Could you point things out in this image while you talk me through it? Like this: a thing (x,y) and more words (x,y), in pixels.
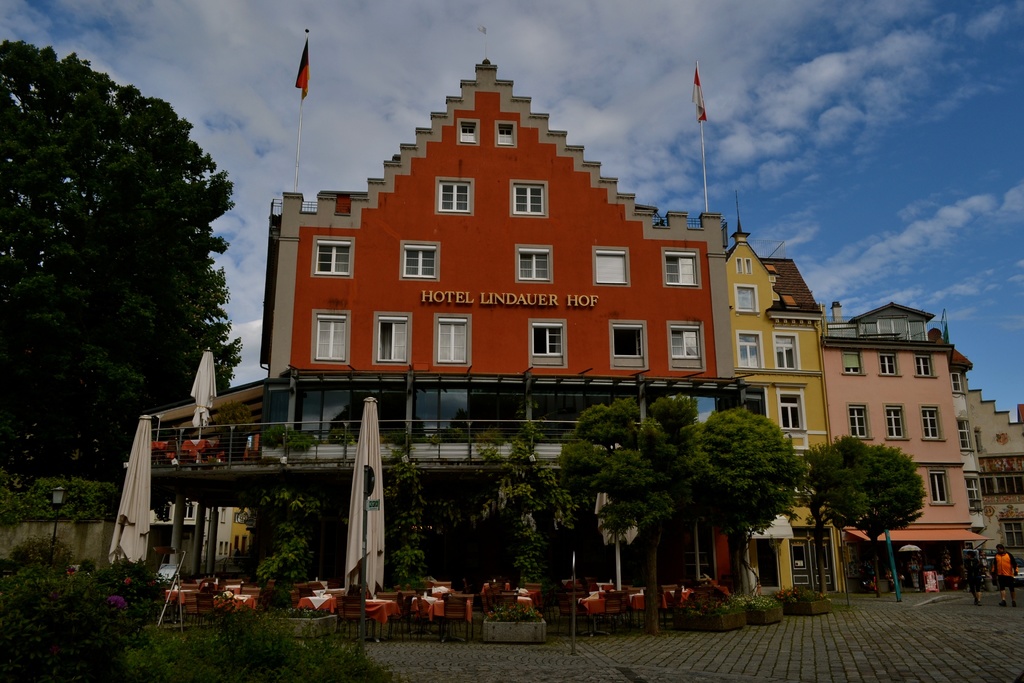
On the left side (131,625), there are plants (97,599). On the right side (930,633), there is a road (1013,635), on which there are two persons (978,599) walking. In the background (401,509), there are two flags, buildings (902,351) and there are clouds (321,2) in the blue sky (841,217).
